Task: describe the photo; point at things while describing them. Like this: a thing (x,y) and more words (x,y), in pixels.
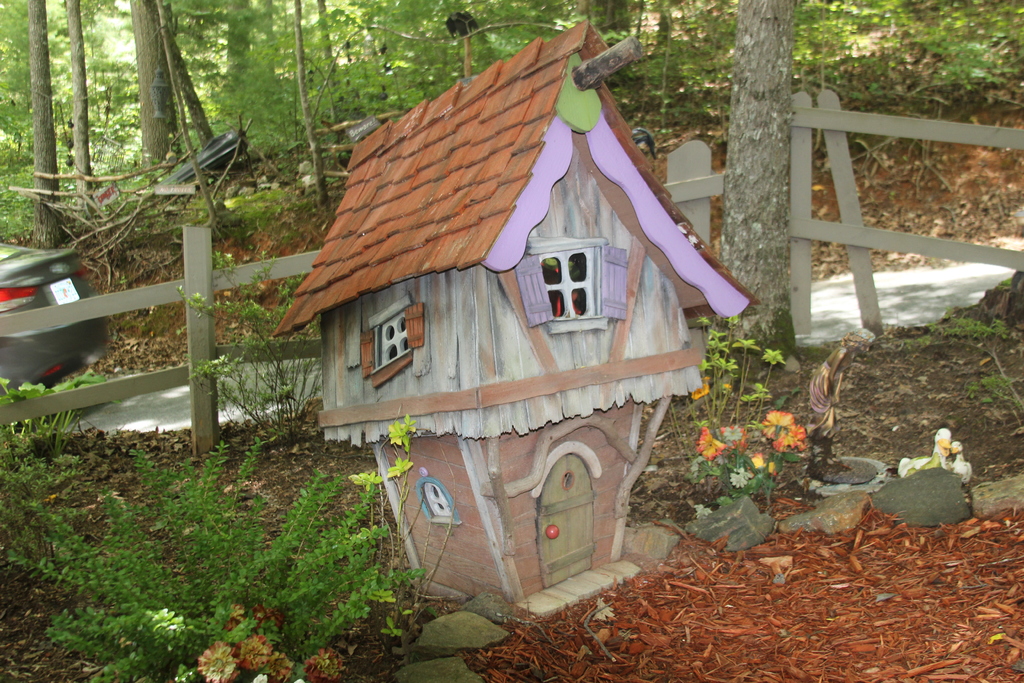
In the foreground of this image (525,509), there is a structure (541,376) of a hut (541,401), few plants (278,605), stones (480,627), sculptures (817,477) are on the ground (925,382). In the background (843,143), there is a railing (822,230), a tree (755,267), a plant (248,361), car (45,335) on the road (155,416), trees (511,46) and a bird (472,15) on the pole like structure (469,38).
